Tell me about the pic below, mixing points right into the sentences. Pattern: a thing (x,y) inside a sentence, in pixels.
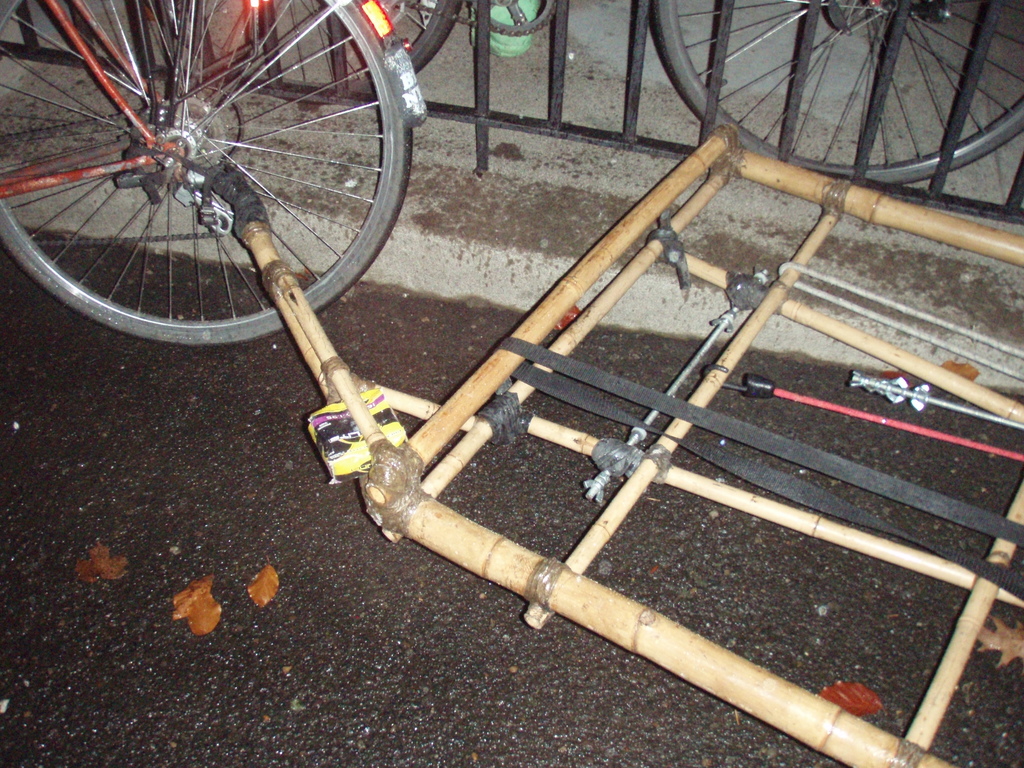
The picture consists of bicycles (182,174) and a wooden object (594,305). At the top (631,95) it is railing (497,113).
